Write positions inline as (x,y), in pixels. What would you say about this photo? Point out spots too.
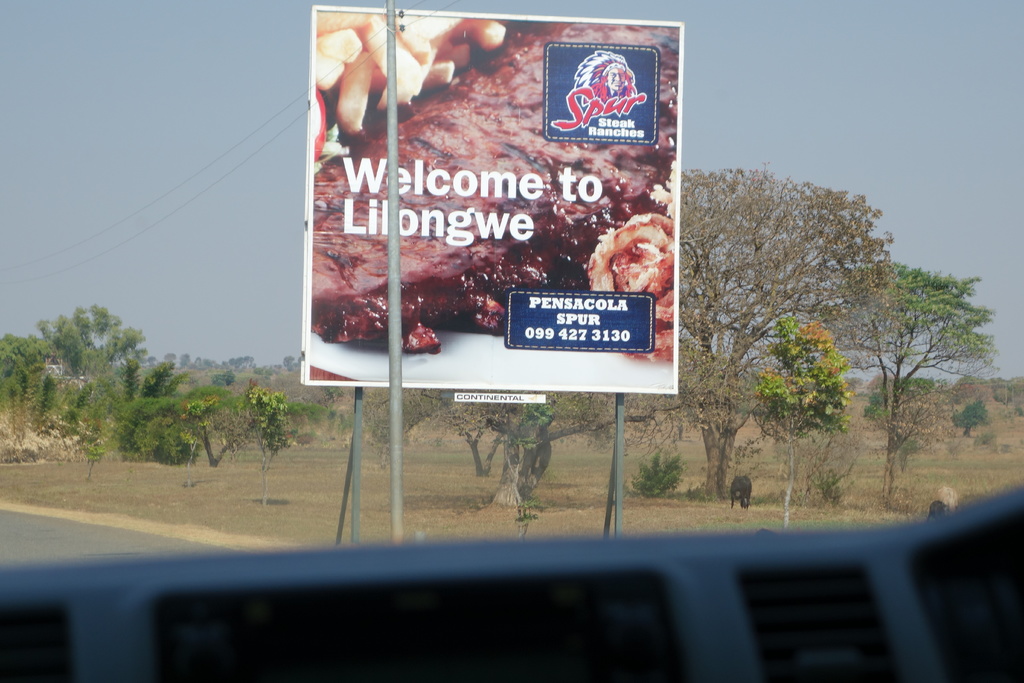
In this picture there is an animal (745,486) and we can see poles (398,456), hoarding (425,305), wires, grass (698,494), road (22,537) and trees (706,446). In the background of the image (890,114) we can see the sky (946,110). At the bottom of the image (260,676) we can see an object (278,672).
